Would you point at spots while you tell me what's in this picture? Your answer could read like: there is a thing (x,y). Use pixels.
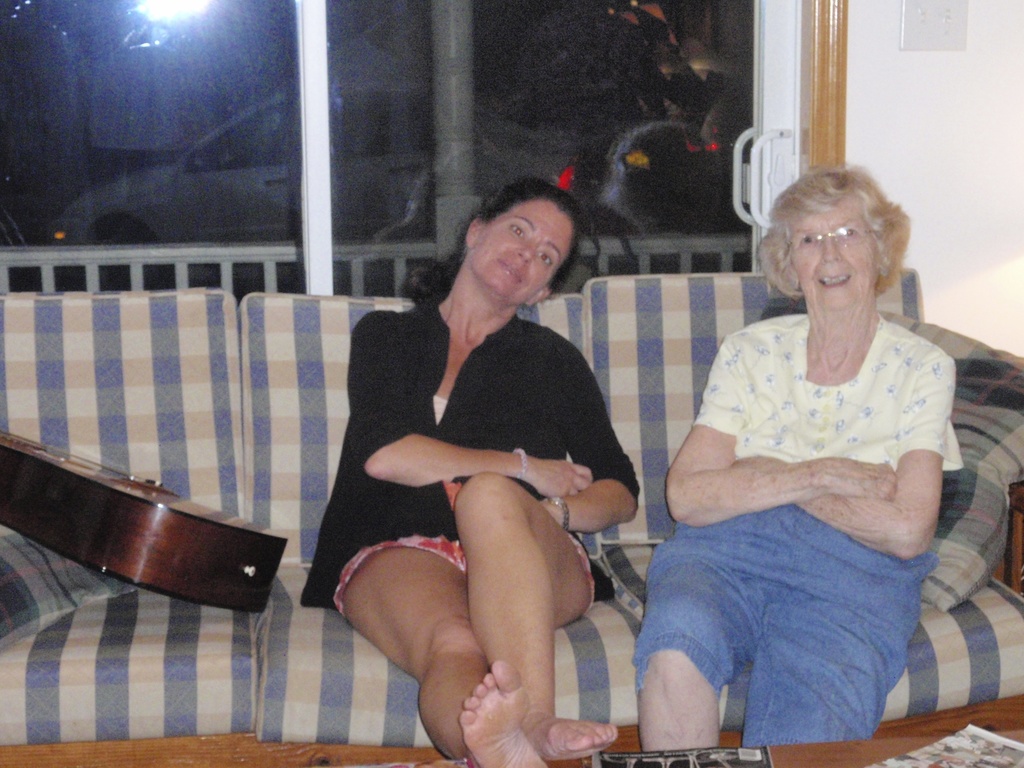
In the picture I can see two women (526,513) sitting in a sofa (651,515) and there is a guitar (104,514) and a pillow (41,557) in the left corner (21,584) and there is a glass door (366,111) in the background (418,124).
